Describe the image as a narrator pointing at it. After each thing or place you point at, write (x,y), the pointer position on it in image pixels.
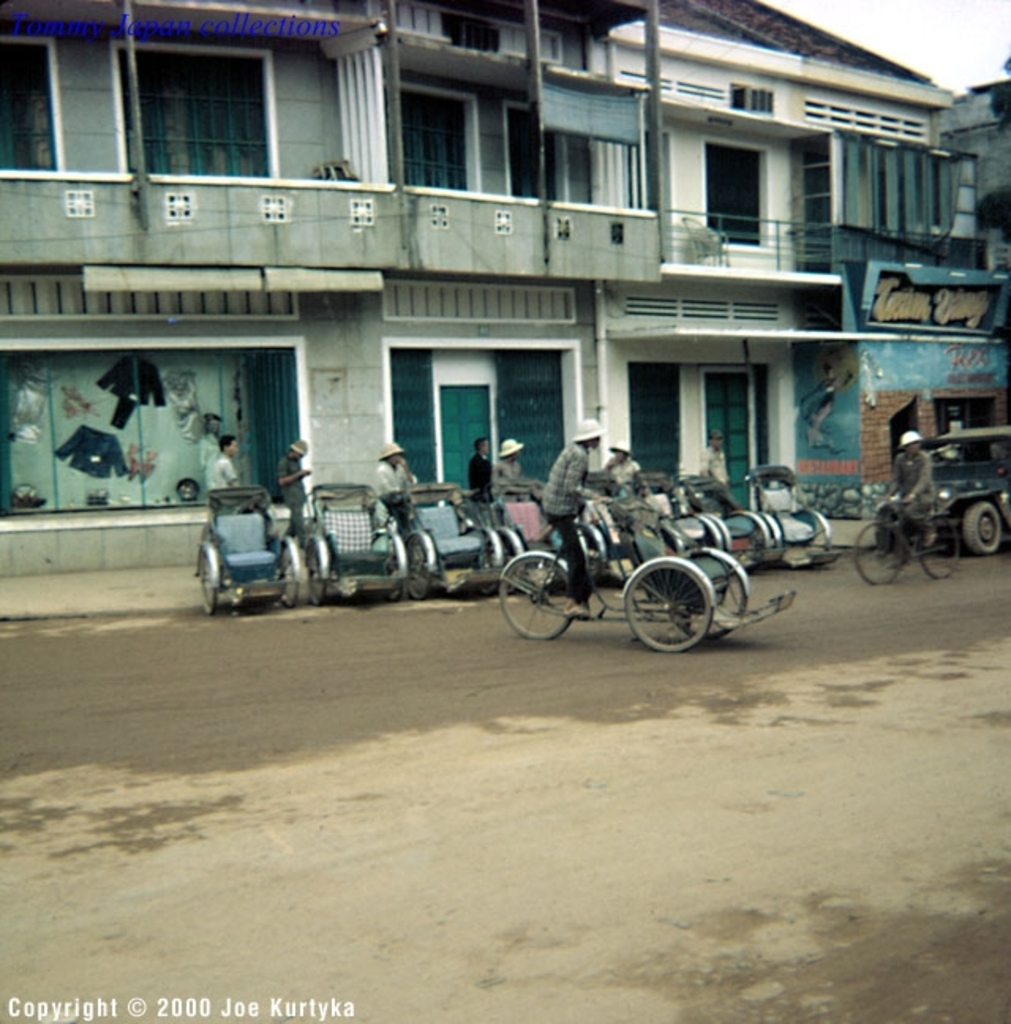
Here we can see building (786,455) with windows (716,208) and door (557,419). These are people (383,481) and vehicles (725,521).
